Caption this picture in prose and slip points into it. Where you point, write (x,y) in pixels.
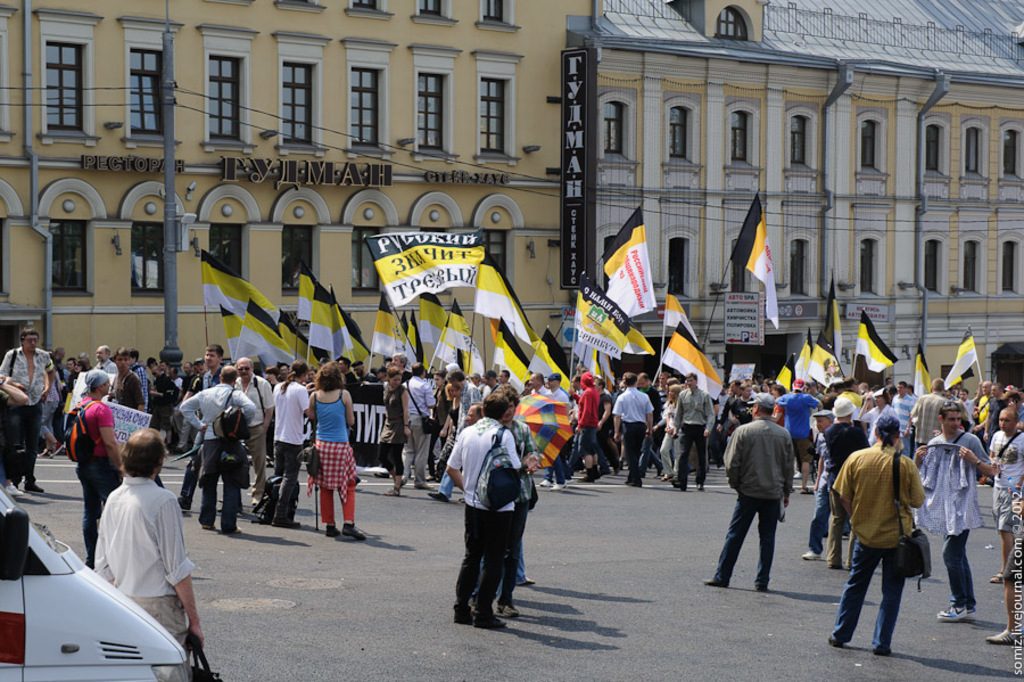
In this image I can see the group of people (474,515) with different color dresses (322,419) and few people (424,449) are wearing the bags (233,442) and holding the flags (644,344). In the background (943,289) I can see the poles (204,307) and I can see the boards (585,130) and windows (352,261) to the building (451,136).
